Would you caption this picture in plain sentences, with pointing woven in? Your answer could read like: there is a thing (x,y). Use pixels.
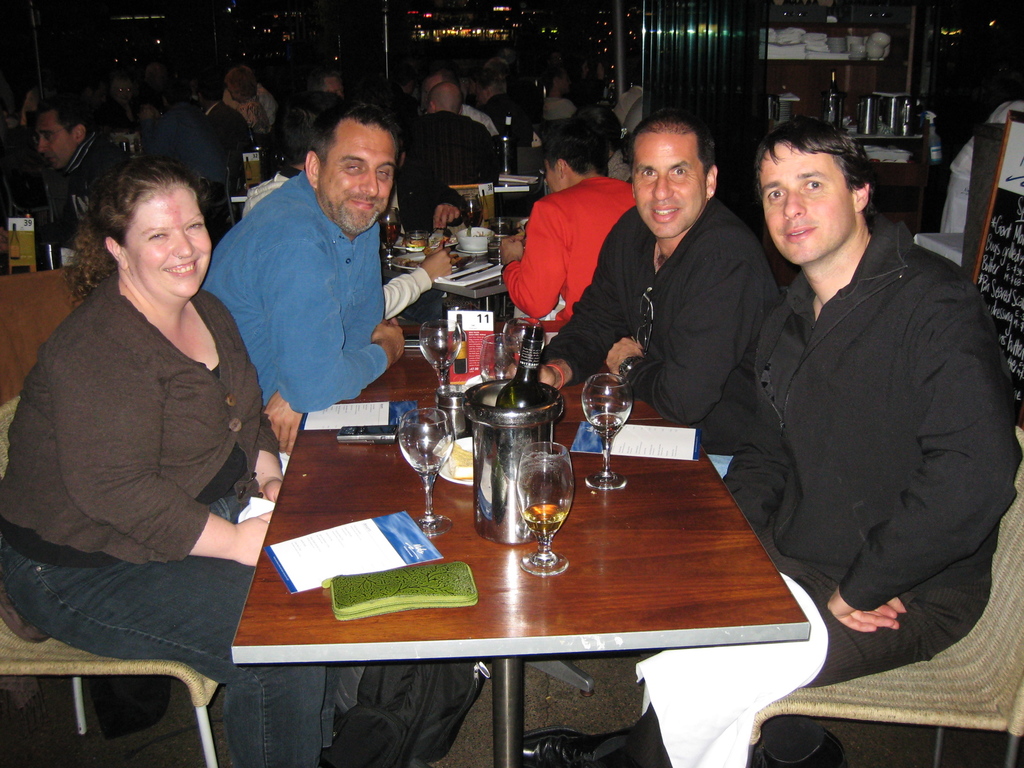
In this image i can see a group of people (332,310) who are sitting on a chair (965,699) in front of the table (365,501). On the table (372,516) we have few glasses (530,500) and couple of objects (464,429) on it.
